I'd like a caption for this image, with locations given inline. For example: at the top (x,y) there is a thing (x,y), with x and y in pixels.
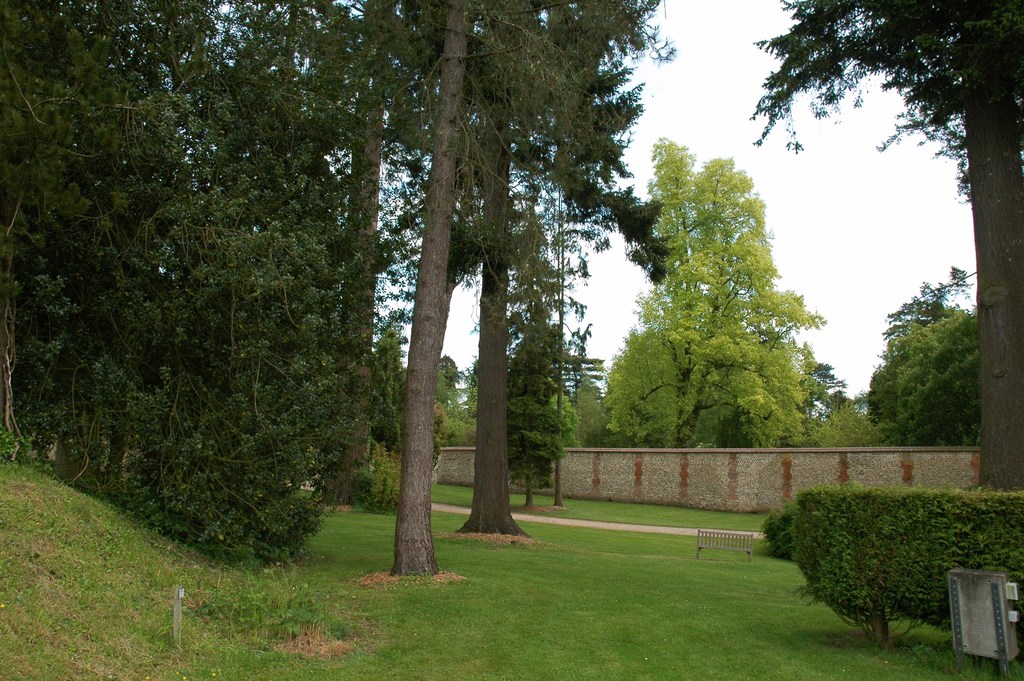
In this picture we can see few trees (248,390), grass (683,552), a bench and a wall (671,469), at the right bottom of the image (985,602) we can see a box (975,586).
